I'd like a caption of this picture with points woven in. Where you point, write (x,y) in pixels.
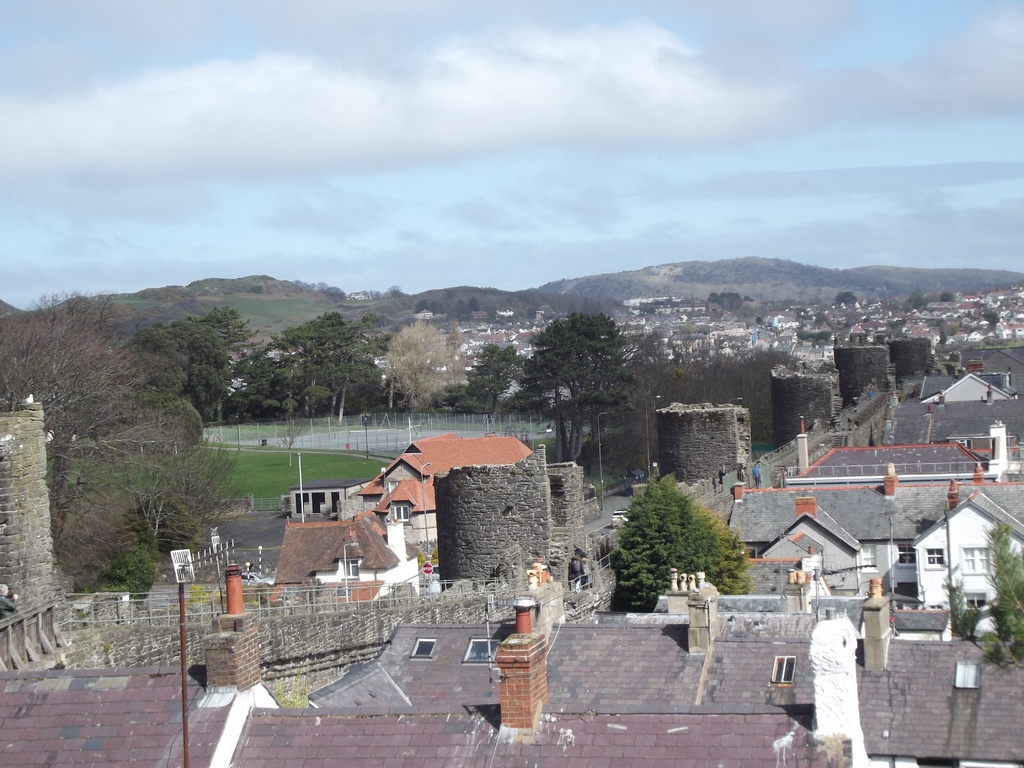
In this image I see number of buildings (539,485) and I see the green grass (258,462) over here and I see number of trees (75,465). In the background (191,140) I see the hills (344,298) and the sky (422,160).
